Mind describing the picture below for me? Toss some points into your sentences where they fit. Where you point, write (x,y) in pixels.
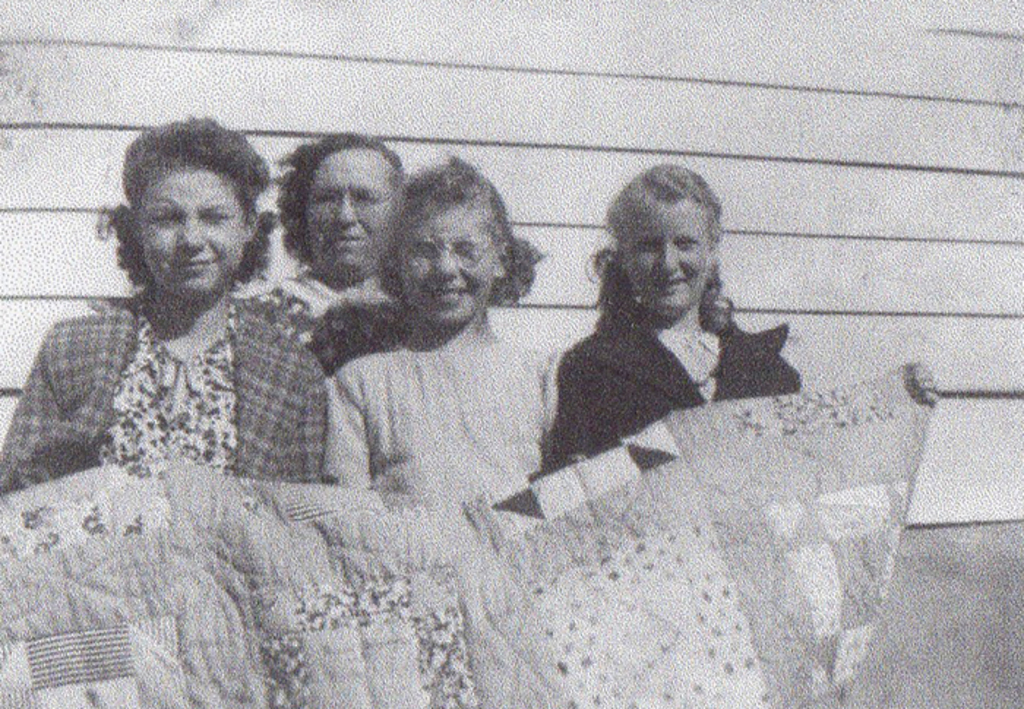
It is the black and white image in which we can see that there are four people (420,380) who are holding the blanket (382,537). Behind them there is a wall (761,71).
